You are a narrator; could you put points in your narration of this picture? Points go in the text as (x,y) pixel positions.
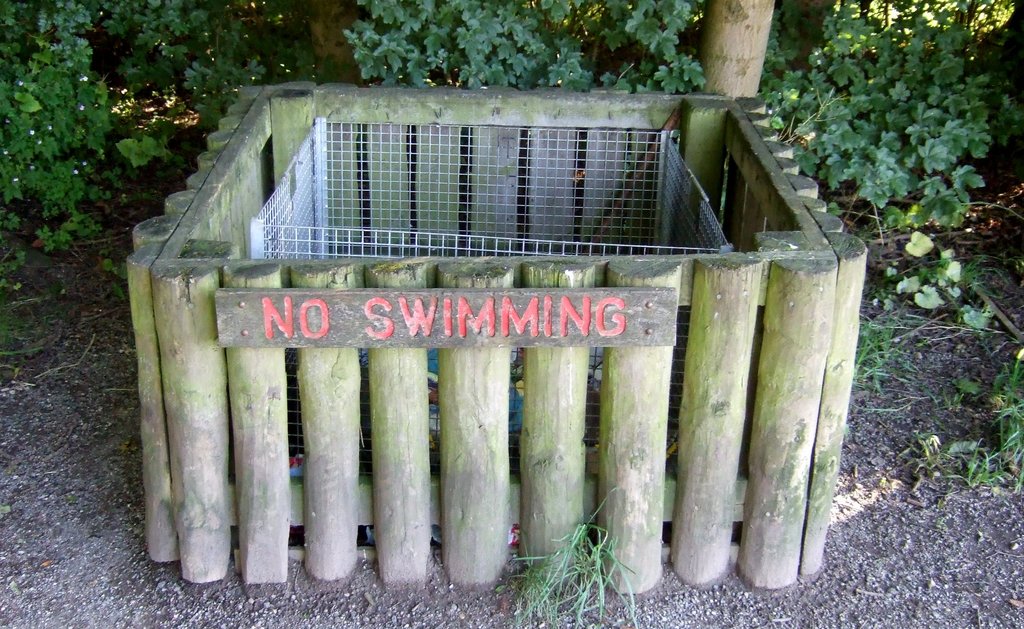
This image is taken outdoors. At the bottom of the image (92,566) there is a ground (318,628). In the middle of the image (614,279) there is a box (512,271) made of wooden sticks (638,403) and there is a board (302,337) with a text (586,318) on it. In the background (581,36) there are a few plants (500,36) and there is a tree (716,41).
